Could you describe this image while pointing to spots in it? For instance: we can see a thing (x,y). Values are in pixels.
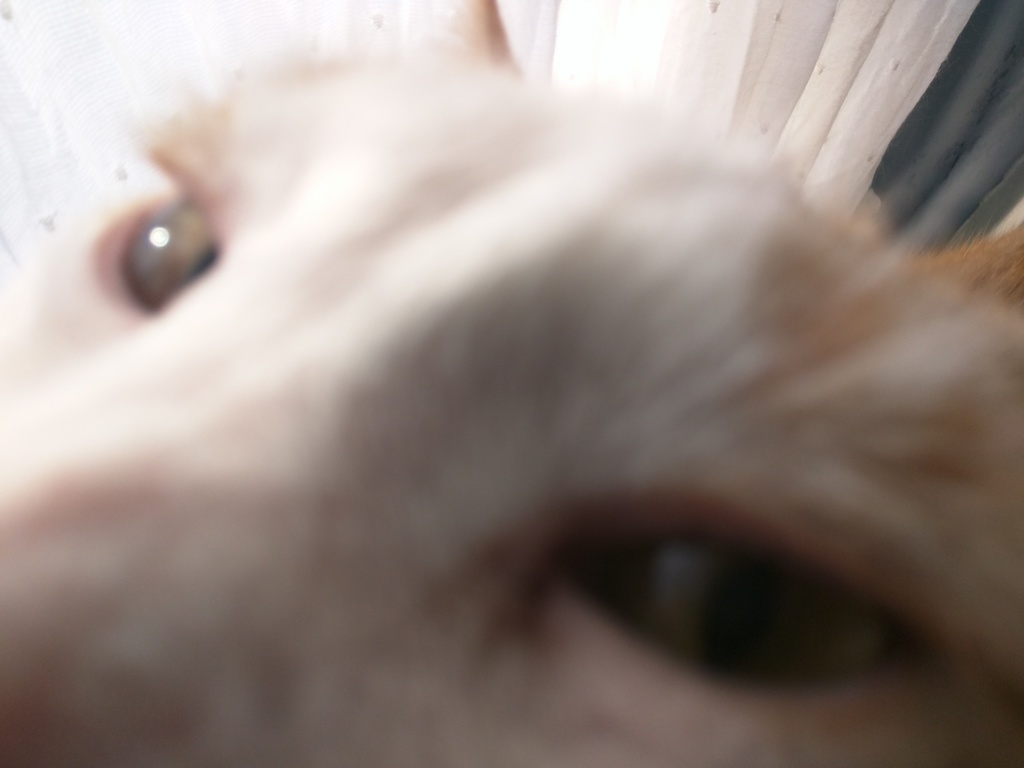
In this image I can see an animal (509,461).
